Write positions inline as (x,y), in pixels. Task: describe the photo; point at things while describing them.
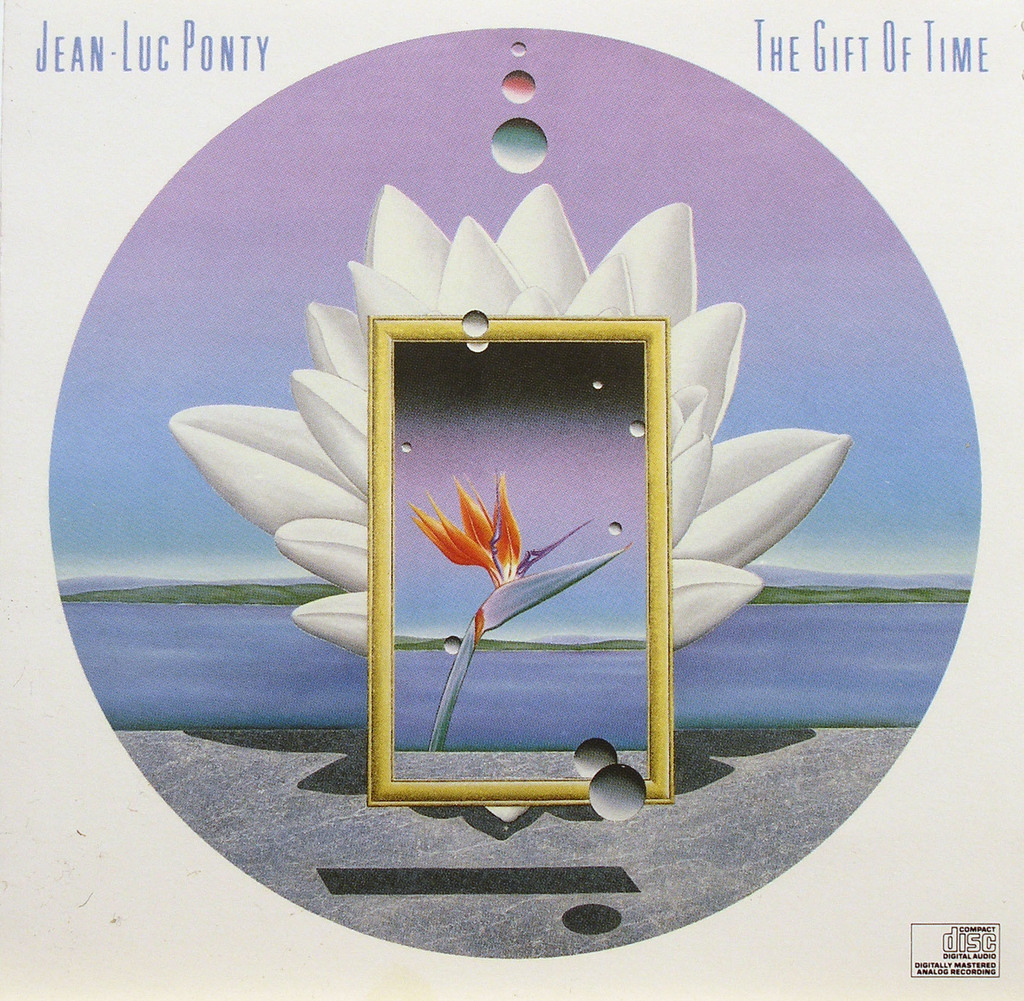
In this image I can see the poster (372,692). In the poster (292,845) I can see the flowers (346,621) which are in white and orange color. In the background (246,639) I can see the water (402,654), grass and the sky (630,196). I can also see the text (60,70) on the poster (523,101).
